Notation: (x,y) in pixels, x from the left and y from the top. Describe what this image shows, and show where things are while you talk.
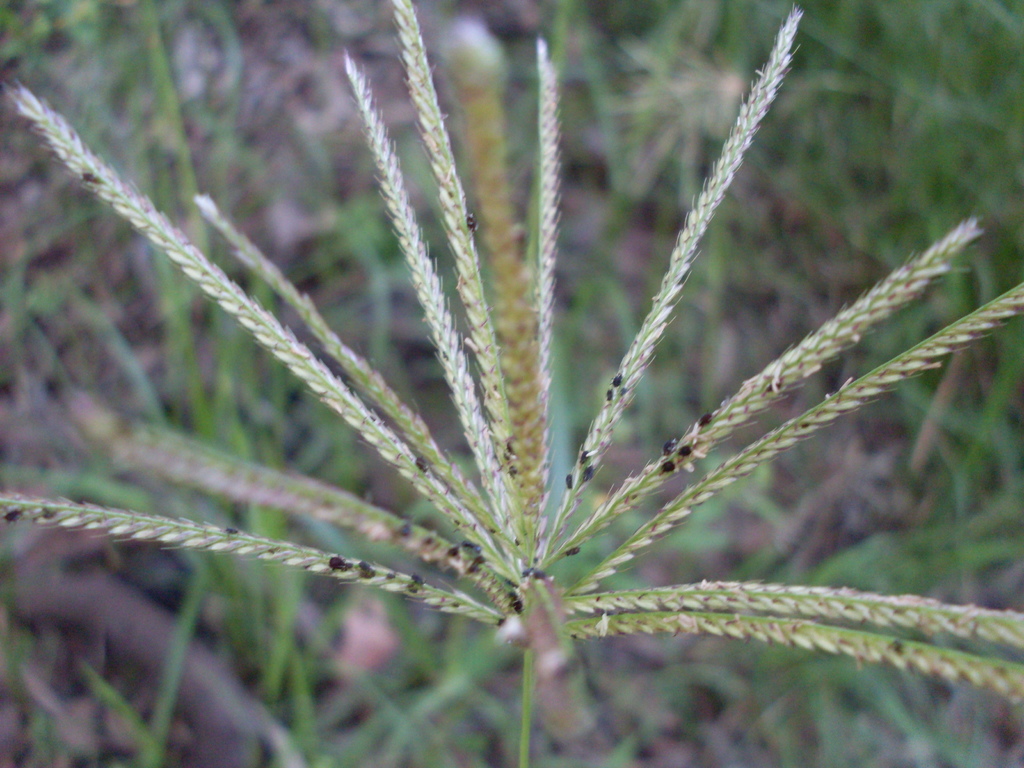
In this image there are few plants (317,414). Front side of the image there are few insects (672,470) on the plant (532,563).
